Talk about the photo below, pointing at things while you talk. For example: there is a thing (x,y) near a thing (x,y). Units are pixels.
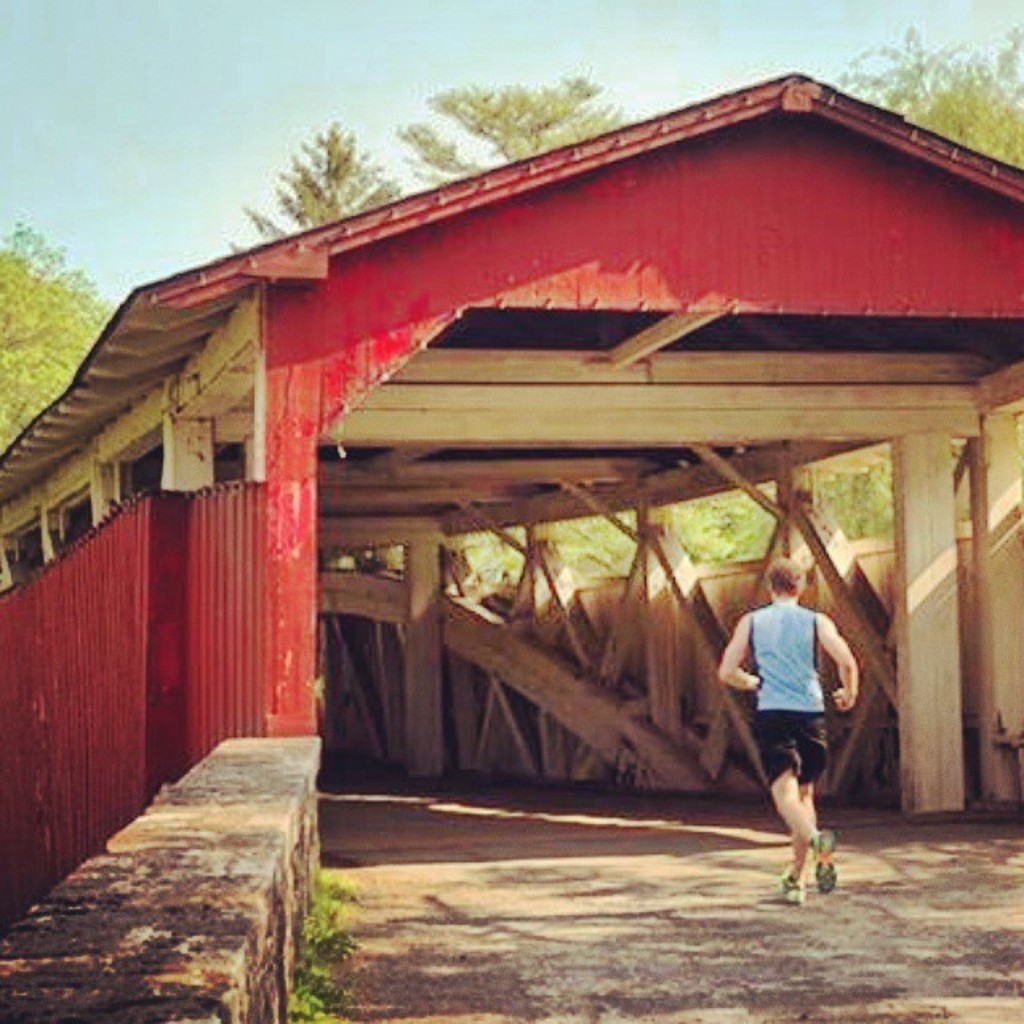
In the foreground of this image (966,857), there is a man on the right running on the path (670,898). In the middle (389,514), it seems like a shed (426,557). In the background (379,168), there are trees (20,315) and the sky (268,46).
